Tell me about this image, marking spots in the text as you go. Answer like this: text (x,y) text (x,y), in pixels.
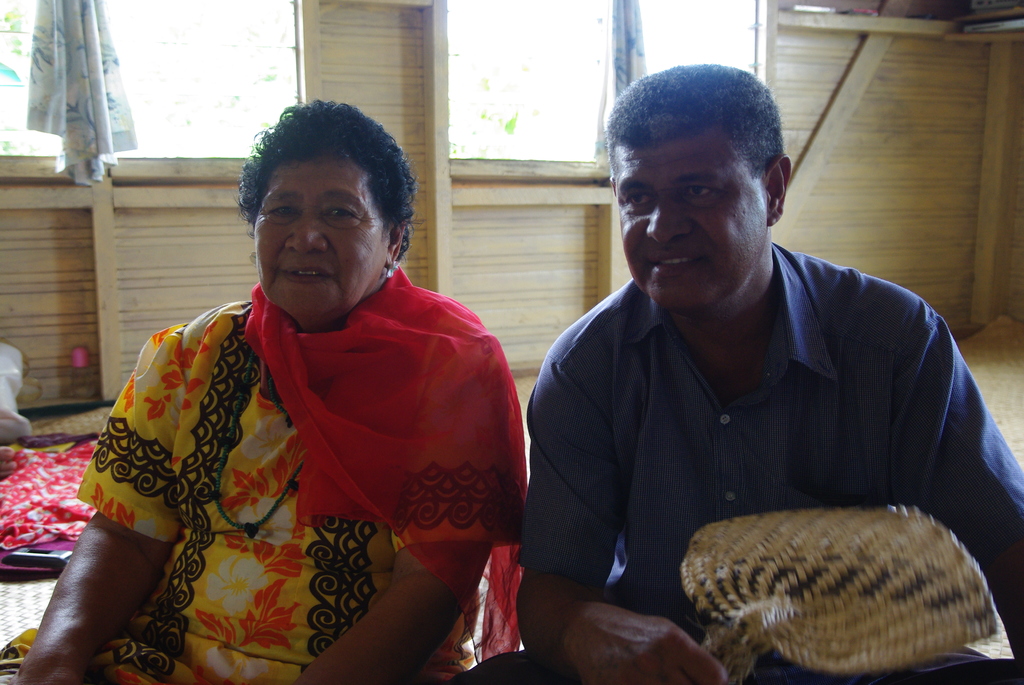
In the center of the image (649,418) we can see two persons (545,450) are sitting, a man (532,484) is holding an object (695,571). In the background of the image (4,12) we can see cloths (60,454), bottle (77,365), wall (109,357), windows (590,55). On the right side of the image (1006,413) we can see the floor (1008,395).
